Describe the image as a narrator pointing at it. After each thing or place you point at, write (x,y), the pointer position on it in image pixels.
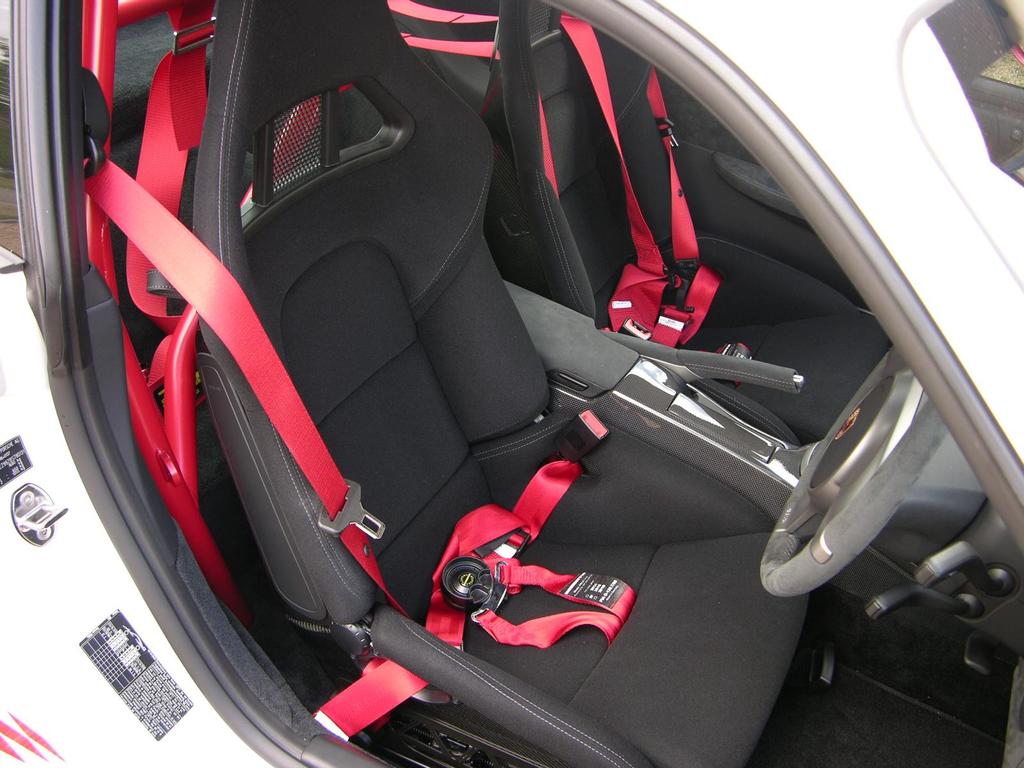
In the image i can see the inside of the car (374,375) and i also see the red belts (252,335) in the car (376,421).
